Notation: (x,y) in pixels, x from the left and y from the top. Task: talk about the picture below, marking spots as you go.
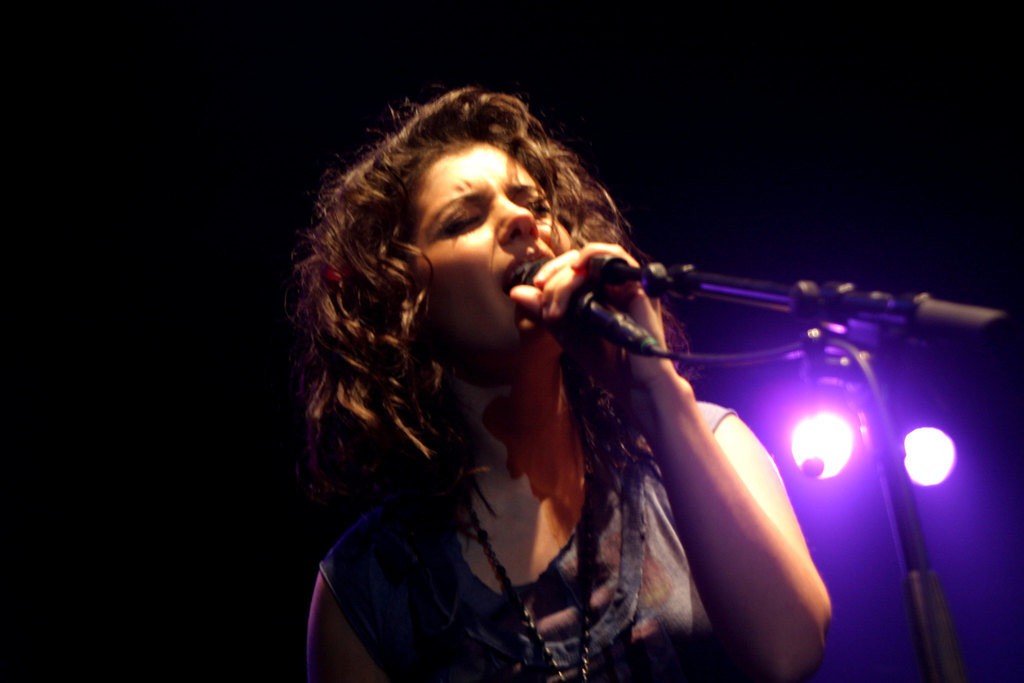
In this image I can see a person (542,247) standing in front of the mic (520,276) and she is singing. In the background (928,445) there are lights (910,461).
